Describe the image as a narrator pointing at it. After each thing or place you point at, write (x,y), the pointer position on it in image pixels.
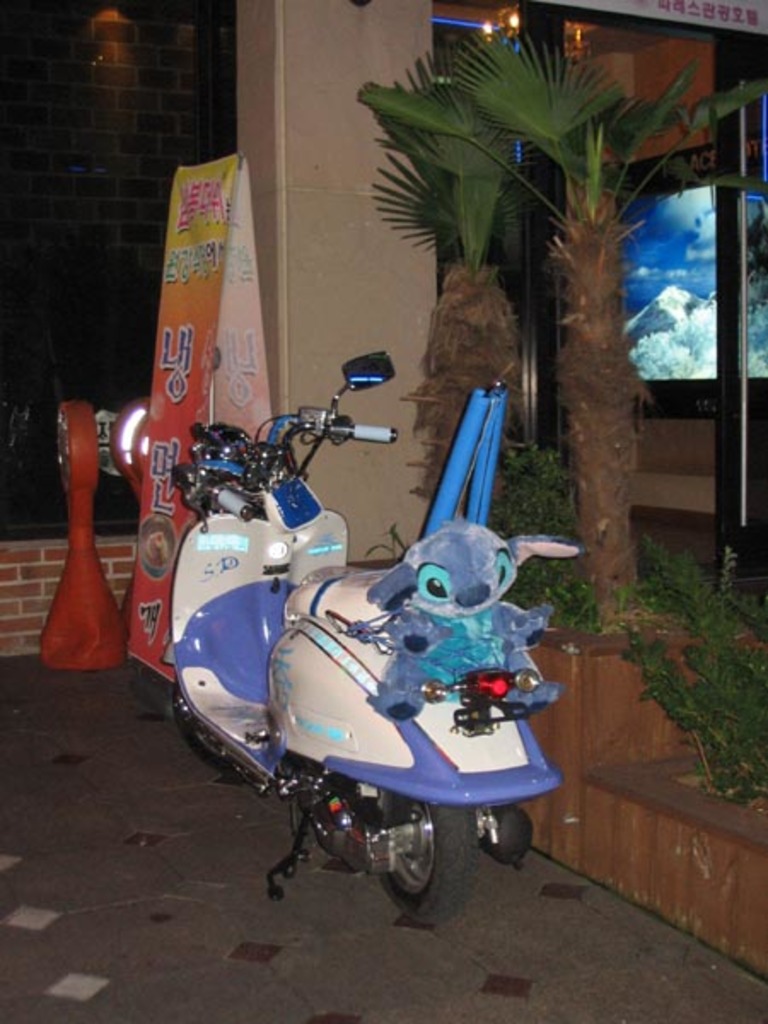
In this image I can see the bike (234,733) which is in cream and blue color. I can also see the blue color toy (409,632) on the bike (328,664). To the side I can see the plants (539,575). In the background (120,438) I can see the banner (163,469), orange color object (95,458) and the building (232,76).
